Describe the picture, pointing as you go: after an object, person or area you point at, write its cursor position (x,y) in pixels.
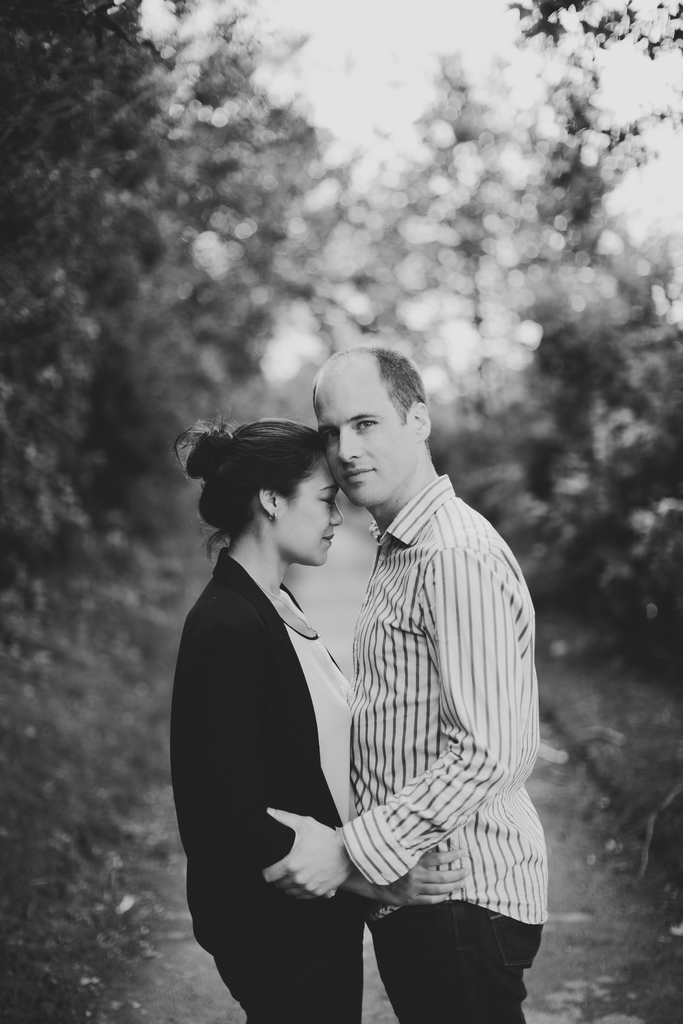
In this black and white picture there is a woman (185,745) standing on the land (193,958). Before her there is a person (444,752) holding her hand (433,896). Background (55,457) there are trees (251,169). Top of the image (390,62) there is sky (486,59).
